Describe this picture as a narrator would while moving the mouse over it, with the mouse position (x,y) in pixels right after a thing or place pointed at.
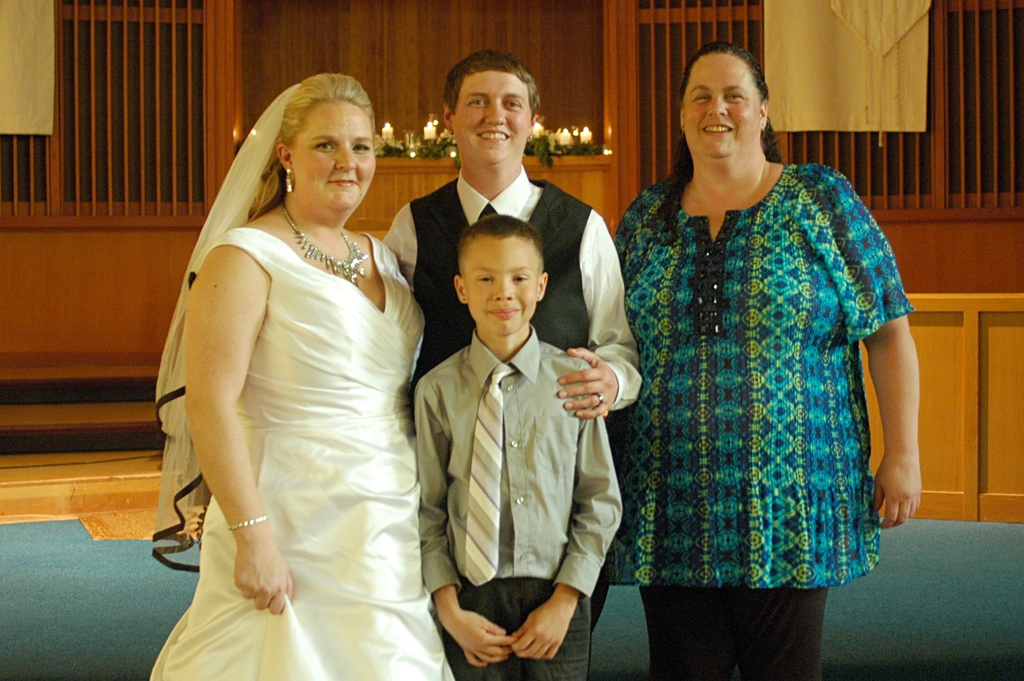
In this image we can see few people (423,238) standing. In the back (425,52) we can see wooden wall (312,29) with wooden poles (126,79). Also there are candles (431,127) with flames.
